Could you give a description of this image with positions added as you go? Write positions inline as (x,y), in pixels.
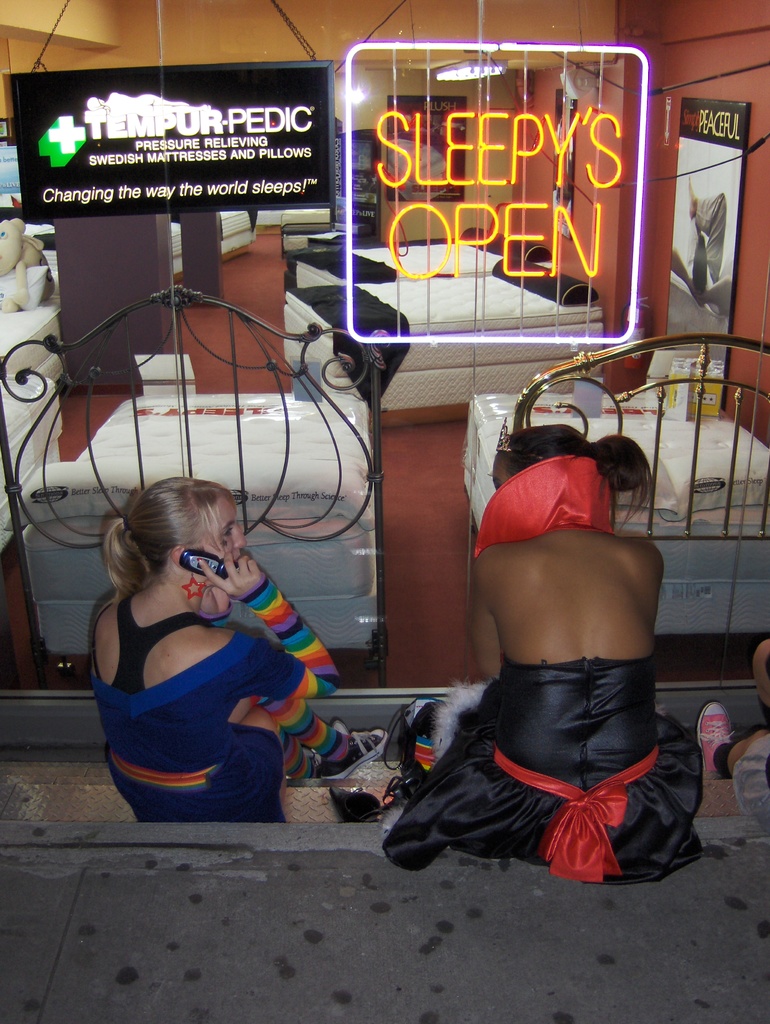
In this image at the bottom (200,732) there are two persons (357,737) who are sitting and one person (204,652) is talking in a mobile phone (190,561), and in the center (495,348) there are some beds (28,322) it seems that this is a store (268,322). On the right side (651,195) there is a wall (630,162), on the wall (764,303) there is one photo frame (705,190) and in the background (276,38) there is a wall (326,44).
